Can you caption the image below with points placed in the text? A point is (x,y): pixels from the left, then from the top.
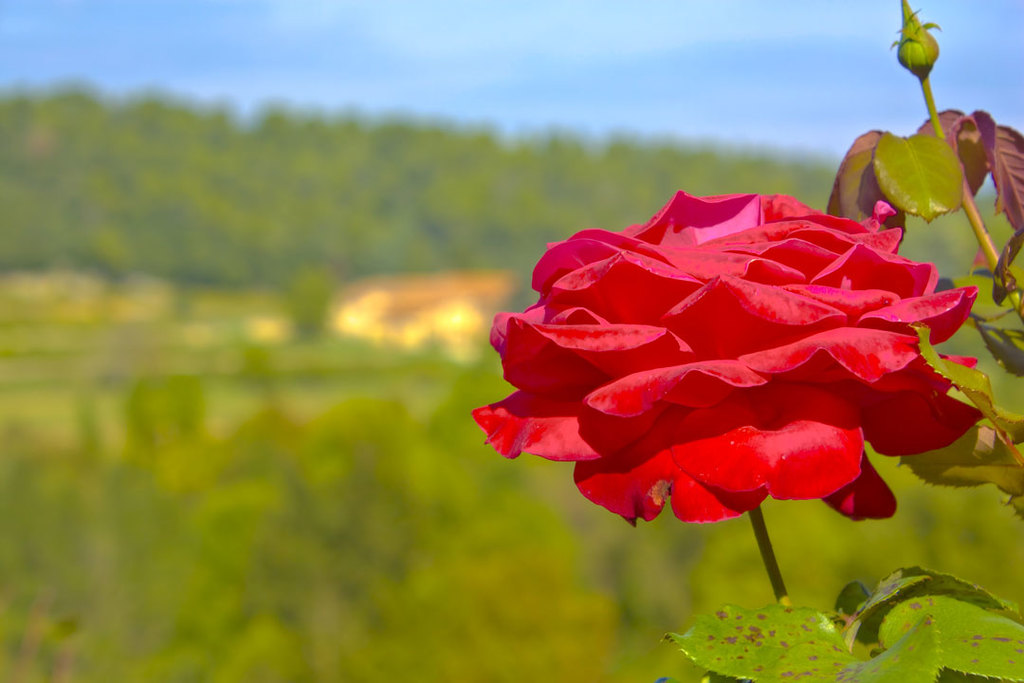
In the image we can see the flower (691,335), red in color. Here we can see leaves (983,626), the sky (754,47) and the background (313,336) is blurred.
